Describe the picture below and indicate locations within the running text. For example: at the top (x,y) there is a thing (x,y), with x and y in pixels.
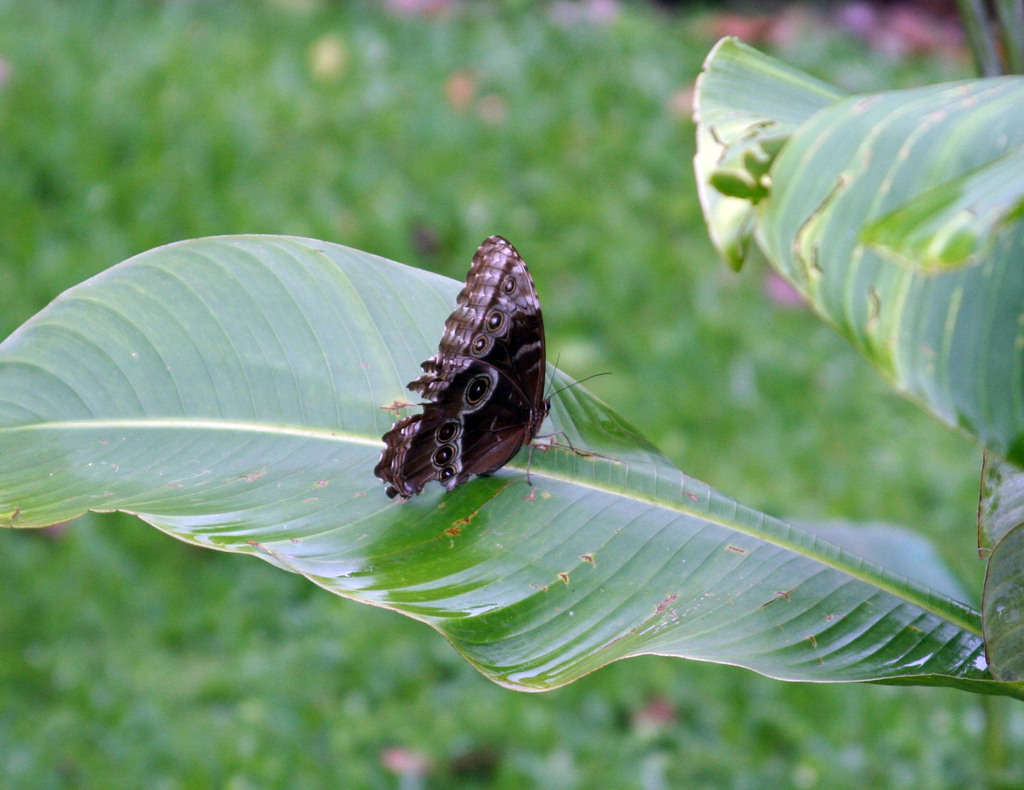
In this picture we can observe a butterfly (440,388) which is in brown and white color on the green color leaf (499,540). In the background (278,156) there are some plants (243,166) on the ground (176,675).
